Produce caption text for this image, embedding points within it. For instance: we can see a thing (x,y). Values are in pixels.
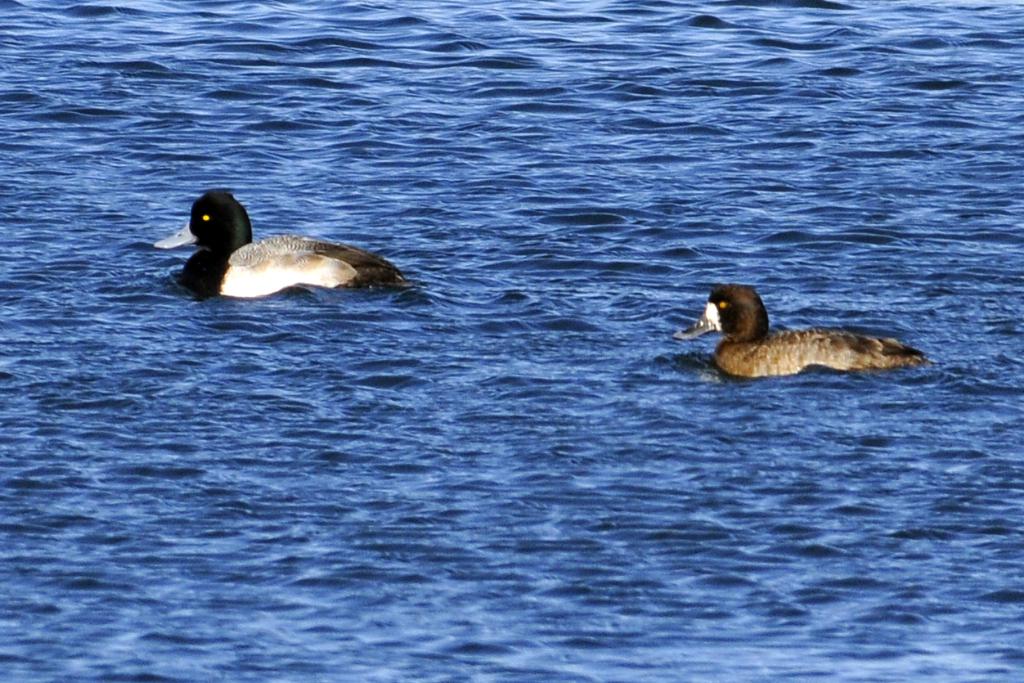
In this picture, we see two ducks (704,327) are swimming in the water (345,311). Here, we see the water (458,527) and this water (536,472) might be in the river (537,502).
